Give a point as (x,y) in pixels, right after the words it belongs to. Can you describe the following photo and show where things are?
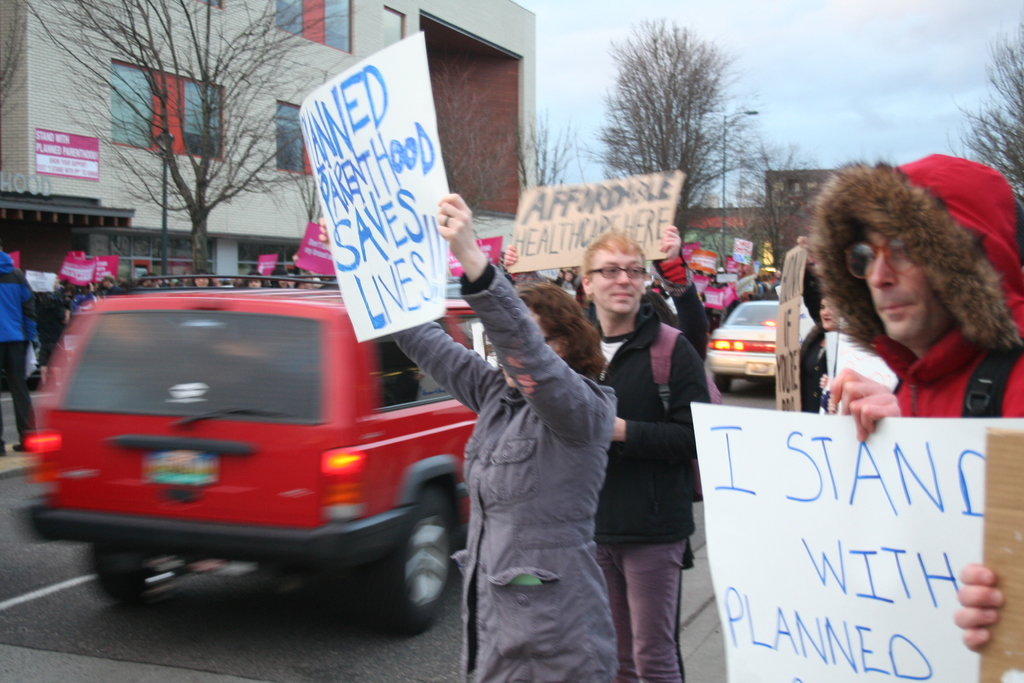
In the image there are many people (568,322) they are holding sheets (431,140) containing some texts (385,219), it looks like they are protesting against something and in between the crowd (541,360) there are two vehicles (352,398). In the background (181,258) there are trees (233,182) and buildings (62,116).
